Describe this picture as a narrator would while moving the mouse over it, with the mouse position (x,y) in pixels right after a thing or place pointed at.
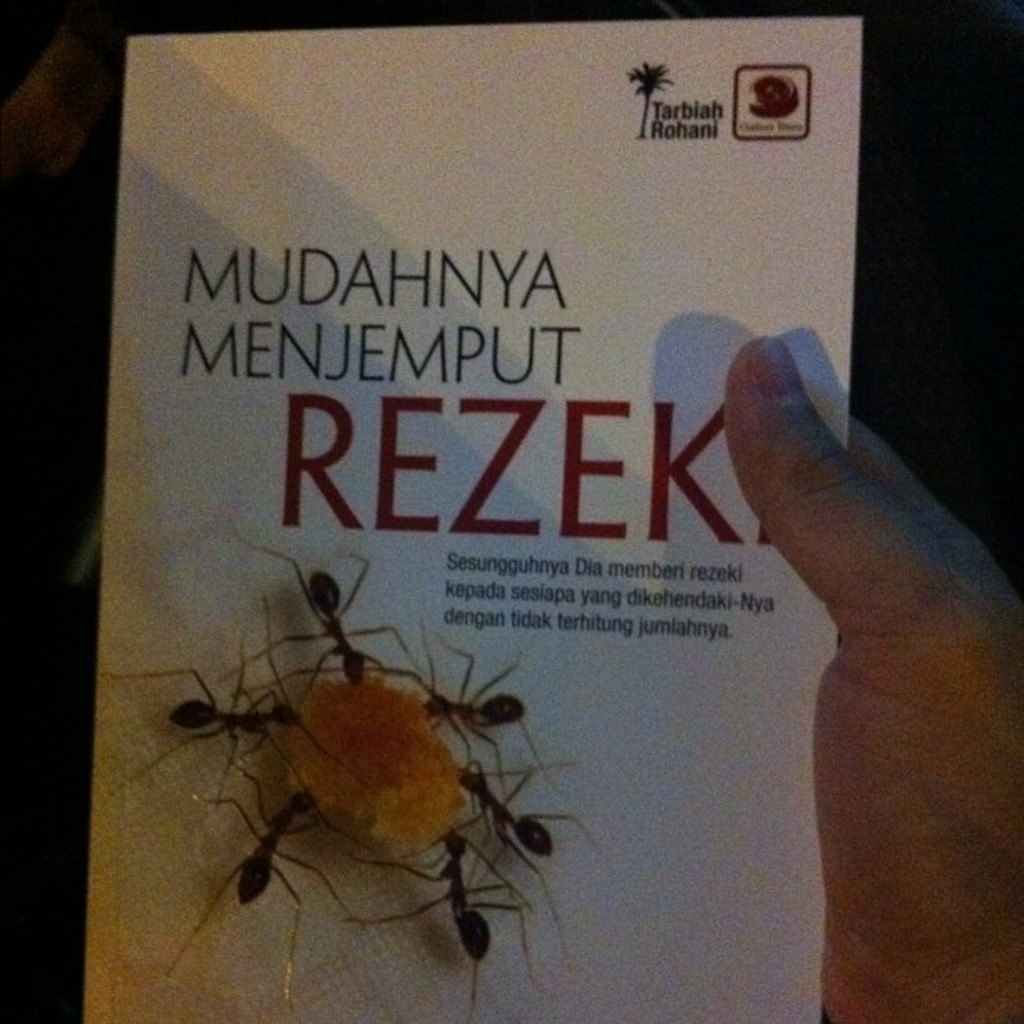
In this picture, we can see a person's hand (837,544) holding a poster (477,960) with some text (382,453) and some images (319,714) on it.
